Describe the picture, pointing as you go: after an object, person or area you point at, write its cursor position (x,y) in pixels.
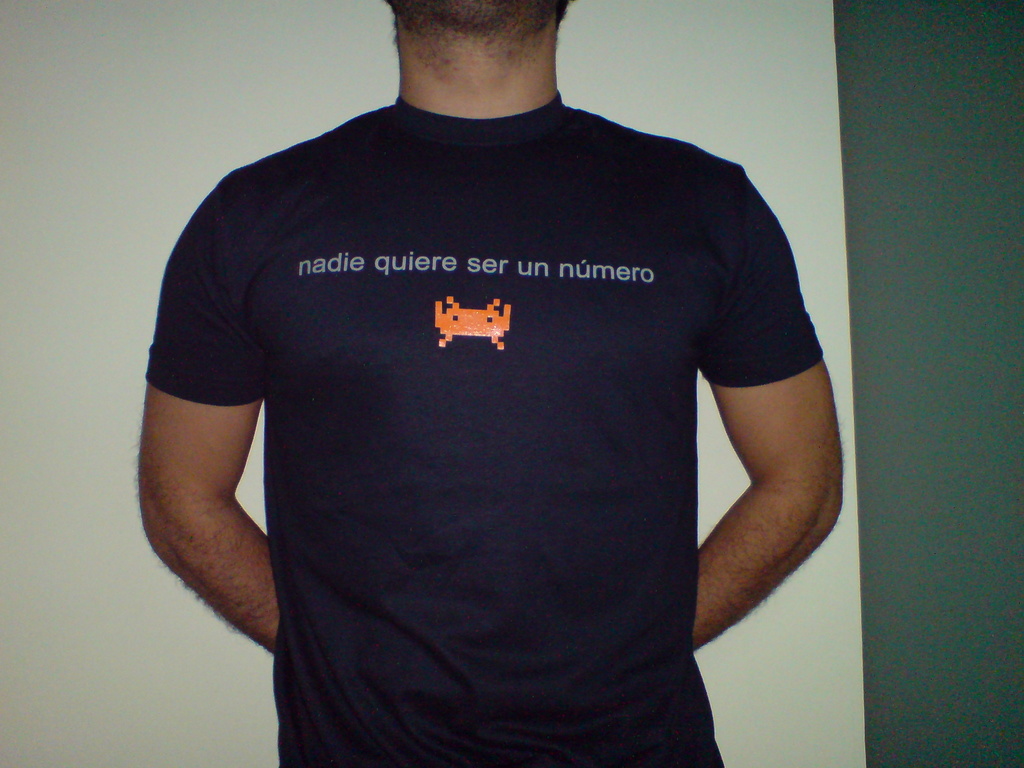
In the image we can see a man (346,526) standing, wearing T-shirt (583,521) and there is a text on the T-shirt (602,117), and the background (61,556) is white.
